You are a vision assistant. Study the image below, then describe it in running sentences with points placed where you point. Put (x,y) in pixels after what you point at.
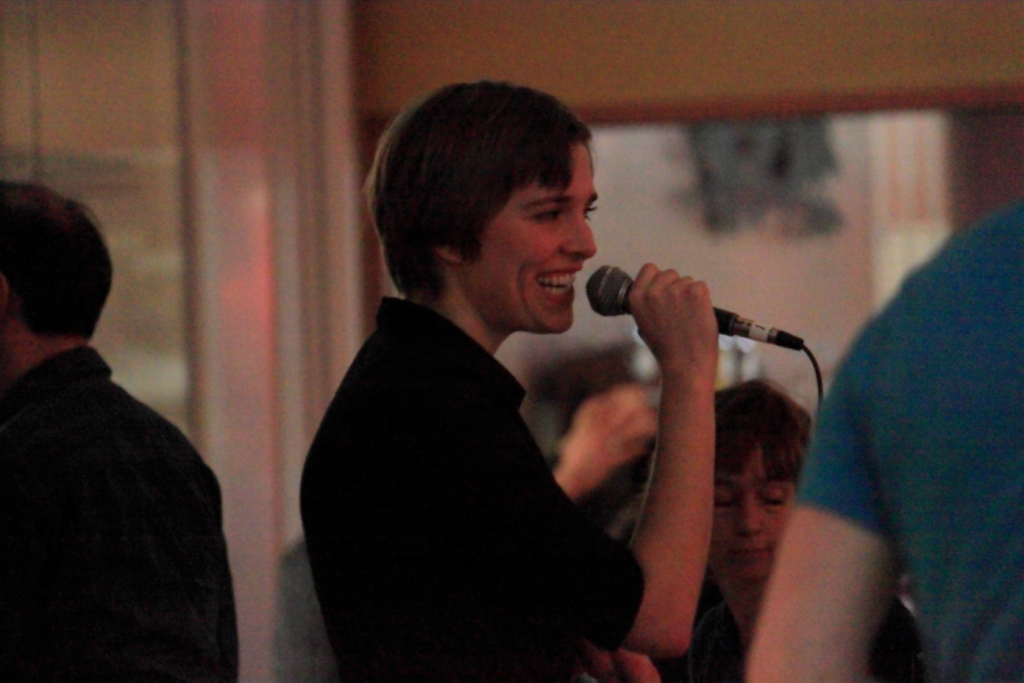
In the image we can see there is a person (507,286) who is standing and holding mic (613,294) in her hand (699,322) and there are lot of people (95,455) who are standing in the area (294,516). The person (407,549) is wearing black colour t shirt (444,479).
